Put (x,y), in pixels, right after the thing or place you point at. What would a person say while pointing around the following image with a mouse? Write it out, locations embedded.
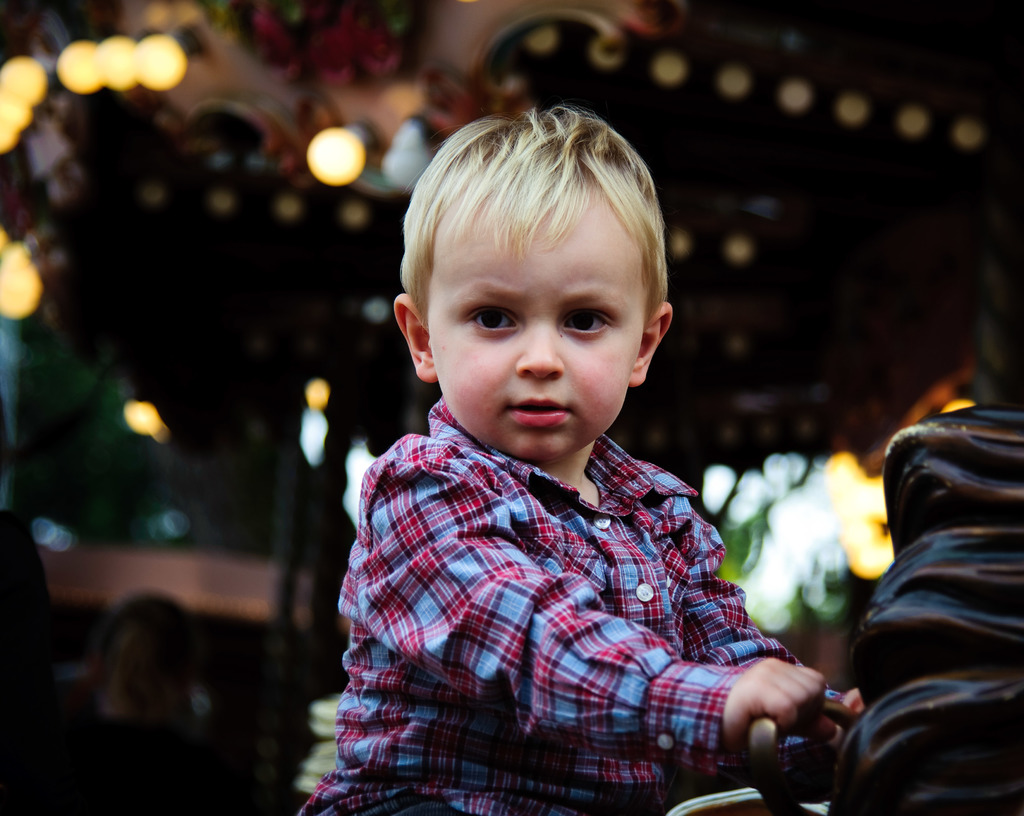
In this image in the center (646,497) there is a boy (514,602) holding a handle (838,704) which is in front of him which is in brown in colour. In the background (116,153) there lights (289,198) and the background (713,127) is blurry.
